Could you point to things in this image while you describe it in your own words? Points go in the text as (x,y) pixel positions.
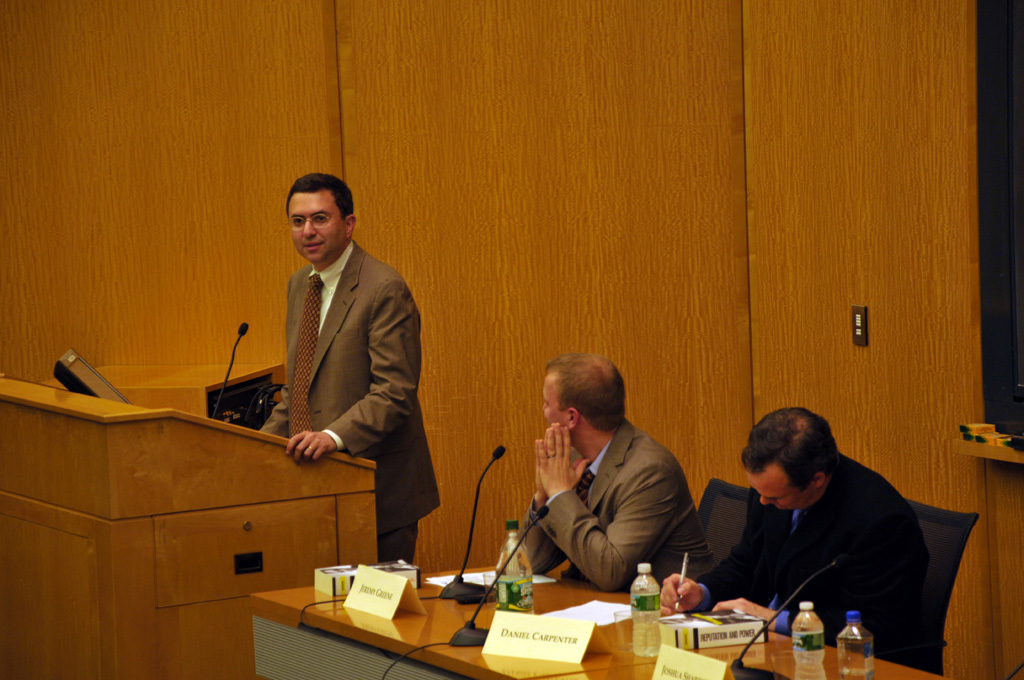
There are three persons (589,389). On the right side of the persons (784,488) are sitting on a chairs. On the left side of the person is standing. He is wearing suit (329,371) and tie (307,368). There is a table (603,676). There is a microphone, box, bottle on a table (558,672). We can see in background (214,274) wooden wall (549,311).
